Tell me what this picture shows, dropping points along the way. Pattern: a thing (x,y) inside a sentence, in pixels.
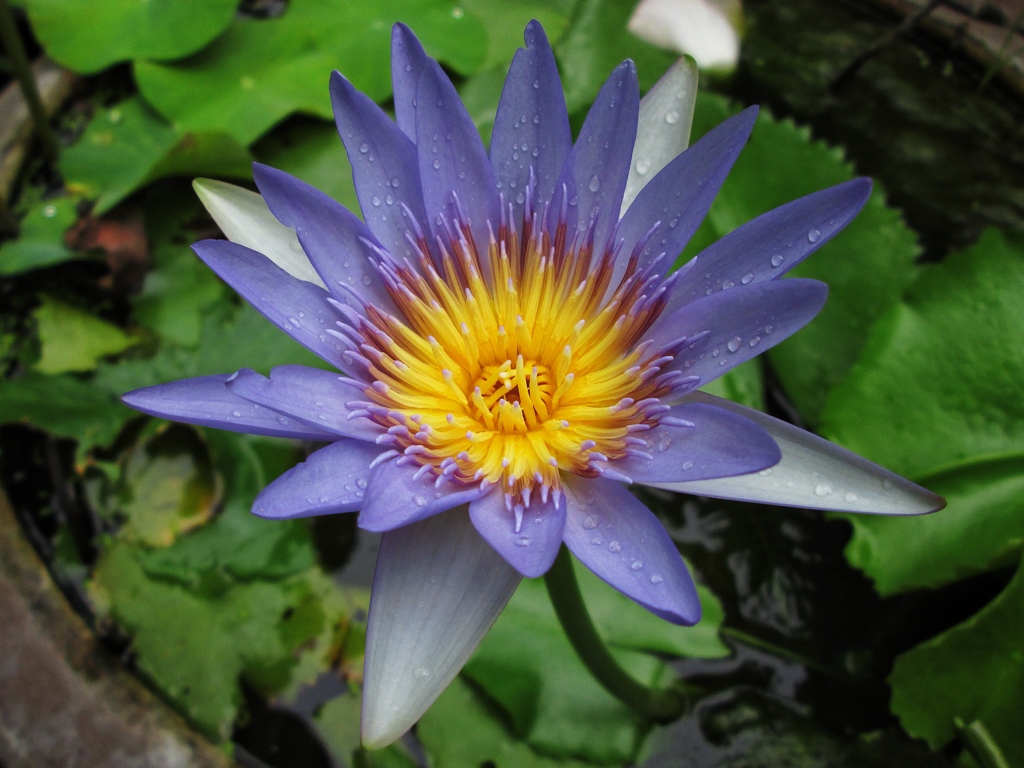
In this image we can see violet and yellow color flower (421,271) with green leaves (357,621) and water (901,116) in the background (388,79).
